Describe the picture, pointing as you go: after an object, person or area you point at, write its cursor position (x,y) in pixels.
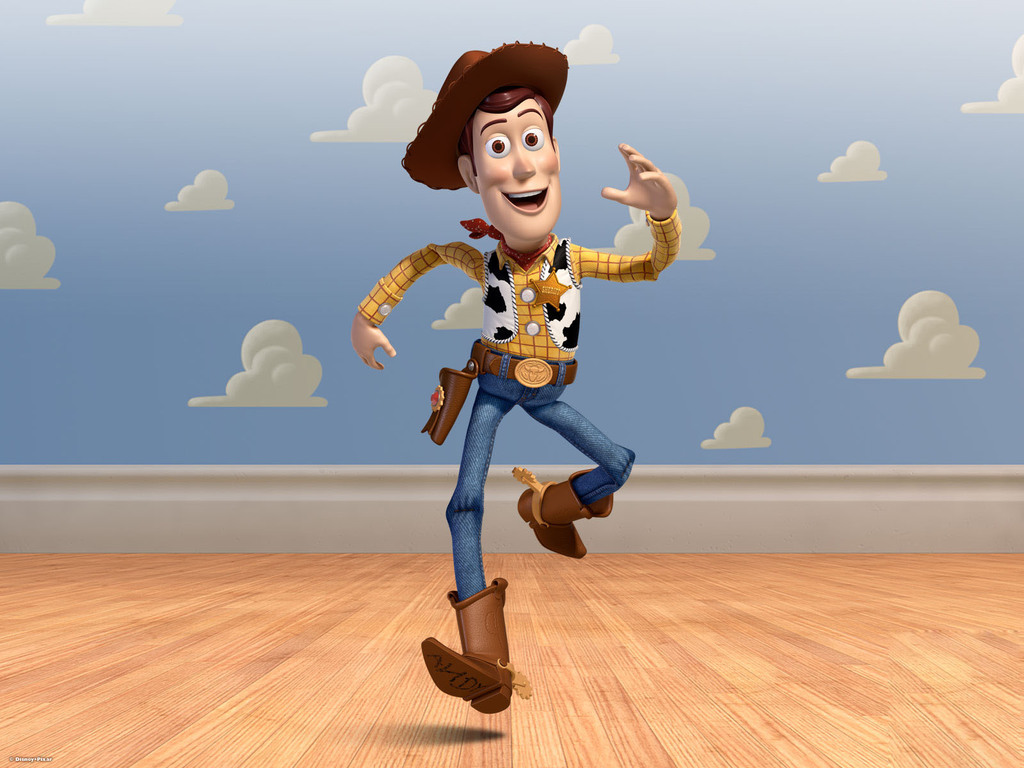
In this image I can see the animated picture in which I can see the person (527,404) wearing yellow, white, black and blue colored dress (526,324). I can see the floor (325,681) and the wall (256,443) which is blue and white in color.
